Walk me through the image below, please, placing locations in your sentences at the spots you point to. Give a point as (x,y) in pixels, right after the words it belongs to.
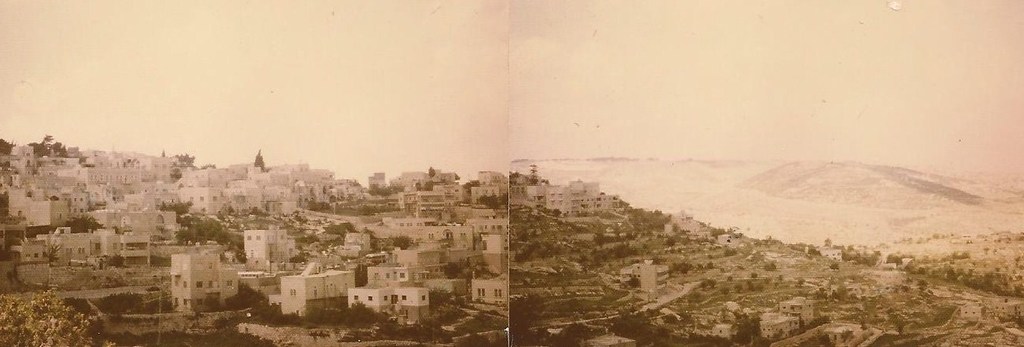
This picture is a collage of two images. In these two images I can observe some buildings (205,260) and trees (616,232). In the background (272,79) there is sky (631,104).
